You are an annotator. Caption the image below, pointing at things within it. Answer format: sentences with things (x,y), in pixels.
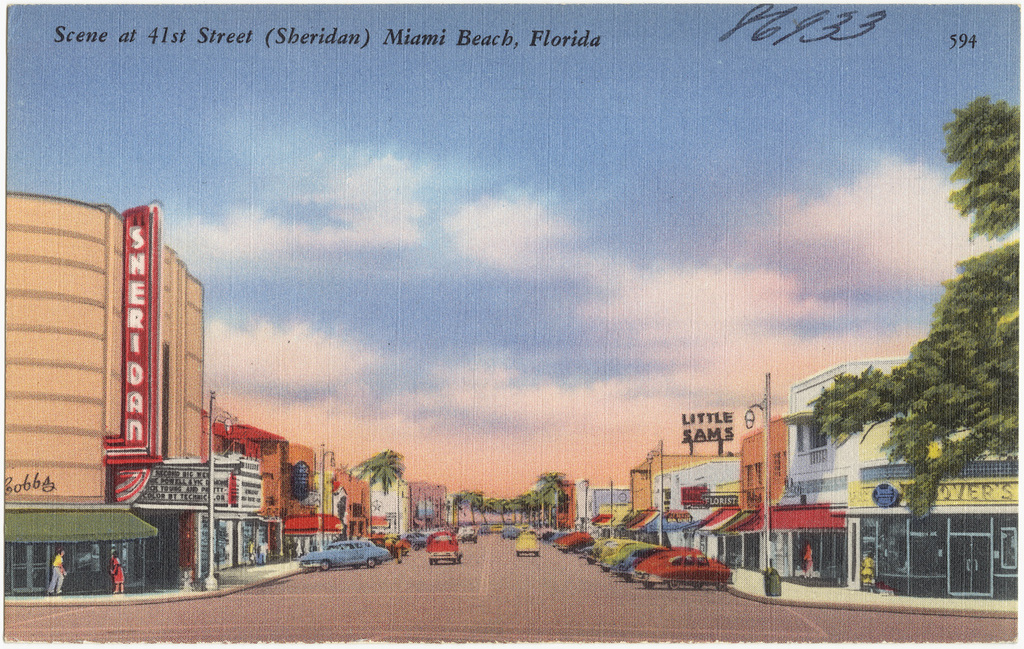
Here, we can see a picture, in that picture there is a road (571,596) and there are some cars (565,542) parked, at the right (819,562) and left sides there are some buildings (245,484) and homes (199,473), at the right side (911,506) there is a green color tree (926,448), at the top (585,184) there is a sky (248,168) and there are some clouds (483,232).
